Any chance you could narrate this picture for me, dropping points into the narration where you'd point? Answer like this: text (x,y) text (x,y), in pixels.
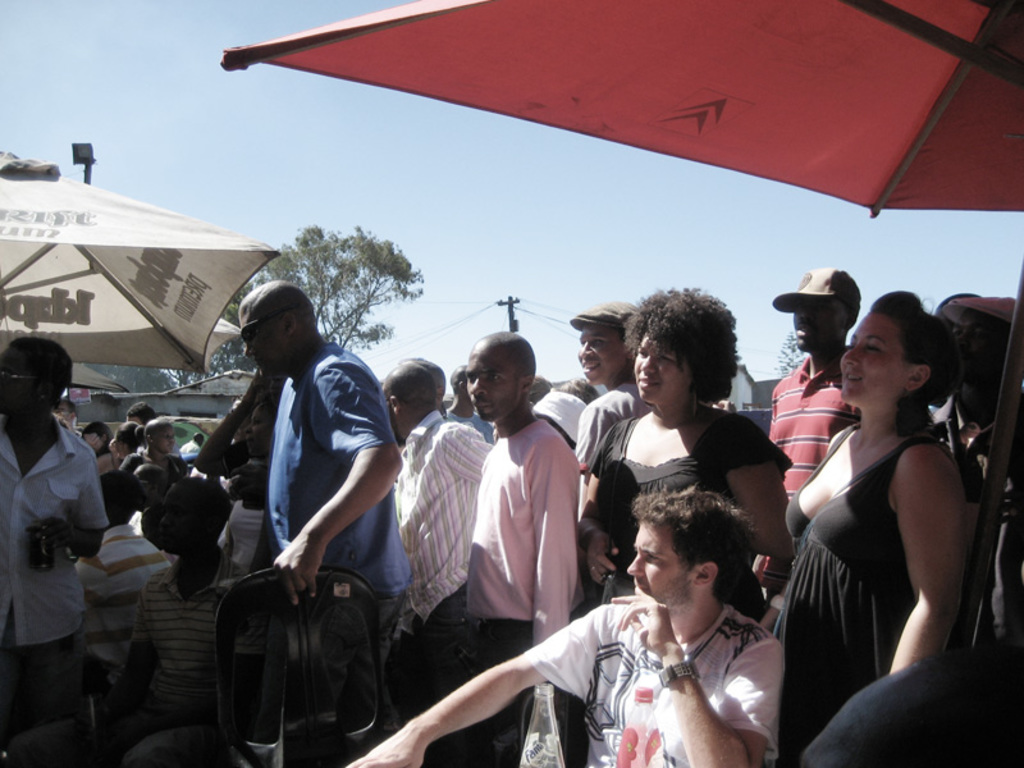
There is a group of persons (520,498) standing as we can see in the middle of this image (464,478). There is one person (624,687) sitting and wearing a white color t shirt (617,686) at the bottom of this image (630,698). There are some trees (324,302) and a current pole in the background (367,336). There is a sky (572,332) at the top of this image (520,200).
